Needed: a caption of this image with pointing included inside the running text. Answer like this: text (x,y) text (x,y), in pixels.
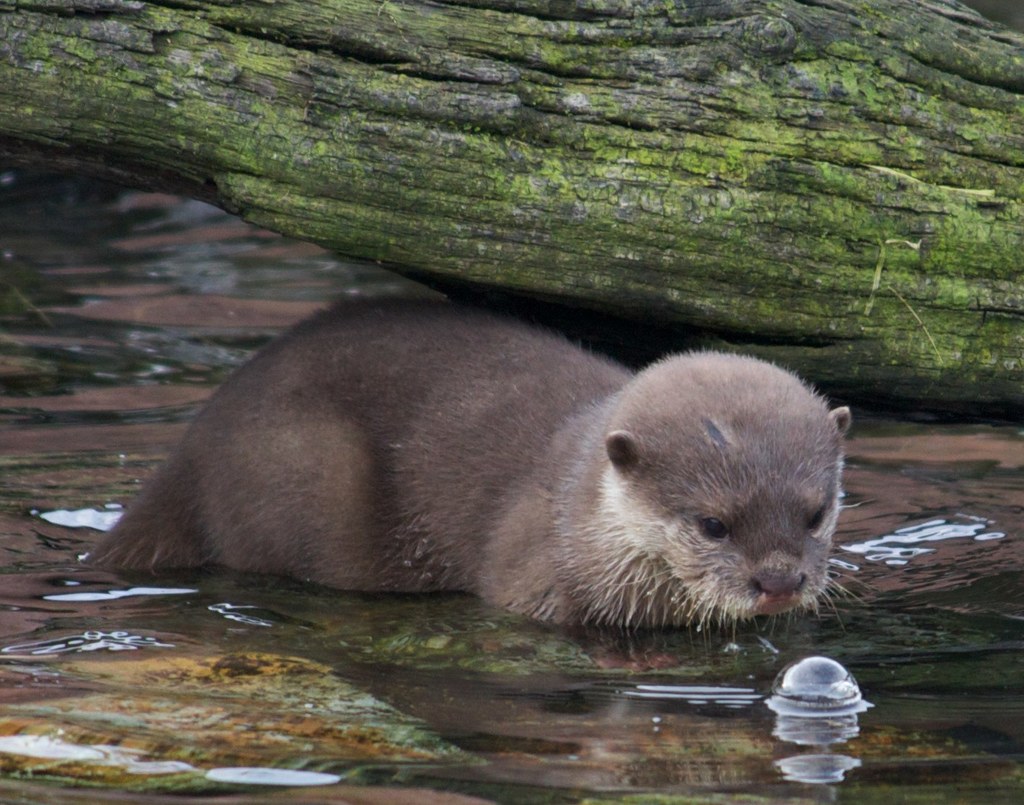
In this image there is an otter (516,466), there is water (3,440) towards the bottom of the image (1017,572), there is a water bubble (822,680), there is a tree trunk (391,155) towards the top of the image (594,115).
